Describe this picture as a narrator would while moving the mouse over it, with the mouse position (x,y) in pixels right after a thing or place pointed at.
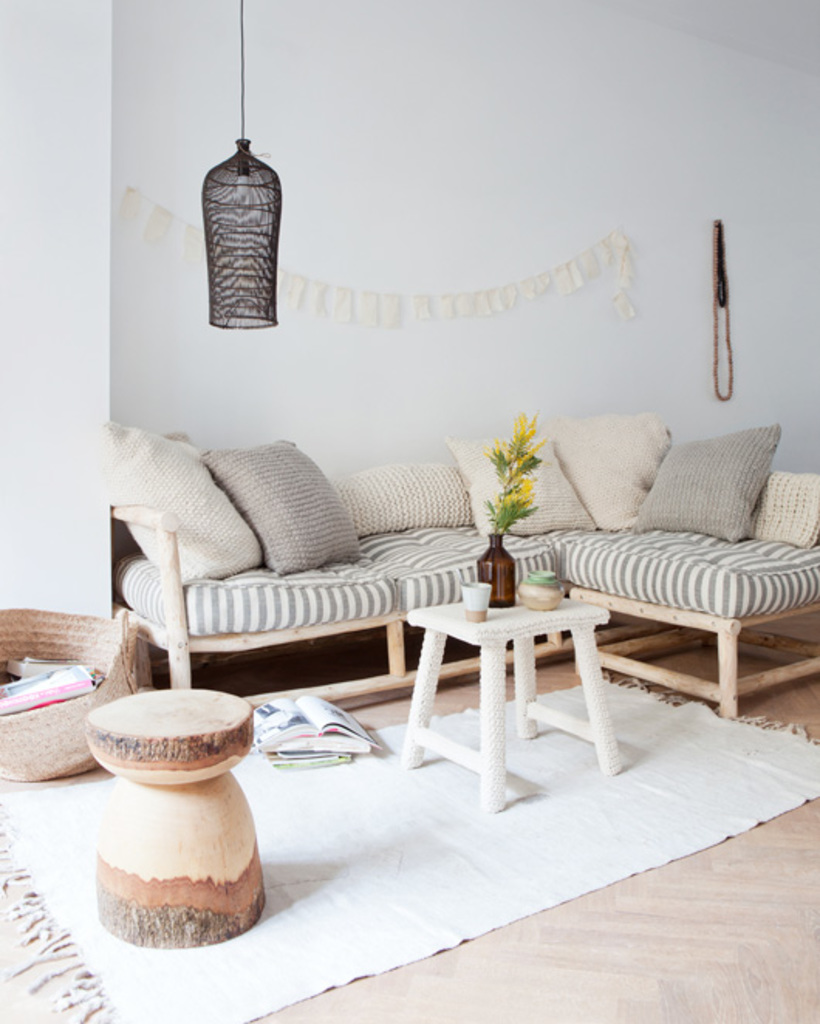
In this picture there is a couch (784,596) and some books (342,744) on the floor (392,722) and is a plant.
